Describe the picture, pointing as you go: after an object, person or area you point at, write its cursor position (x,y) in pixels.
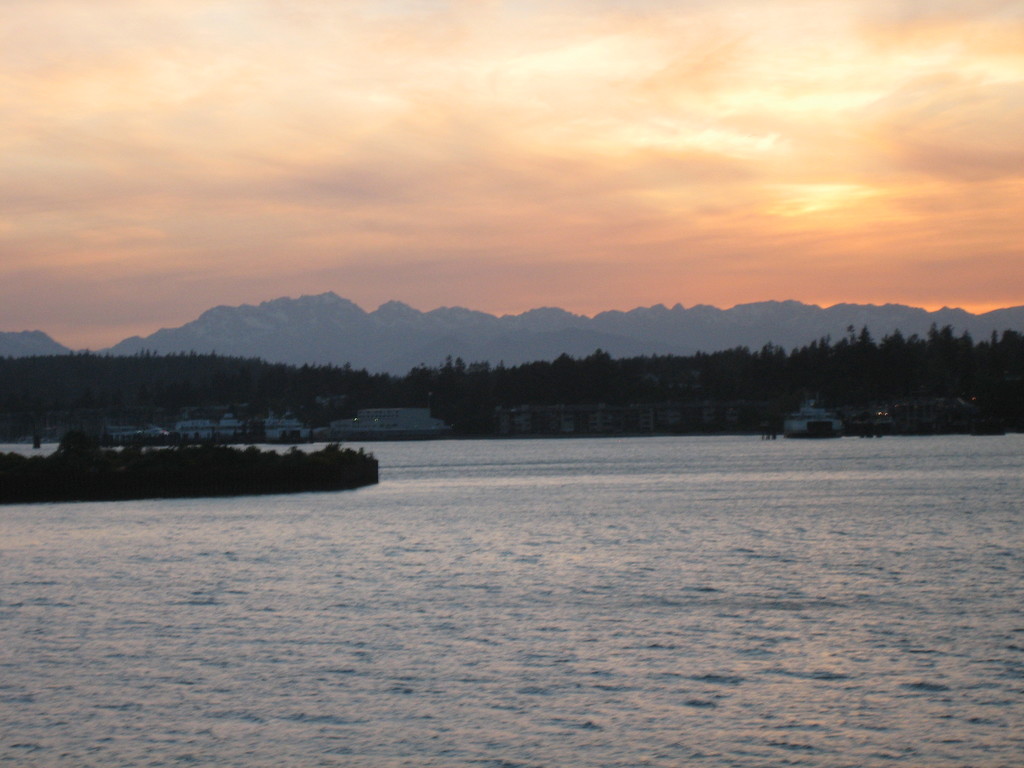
In the foreground of this image (555,675), there is water (584,674) and in the background (543,418) there are buildings (396,423), ships (828,422), mountains (457,314), sky (106,306) and the cloud (661,225).
